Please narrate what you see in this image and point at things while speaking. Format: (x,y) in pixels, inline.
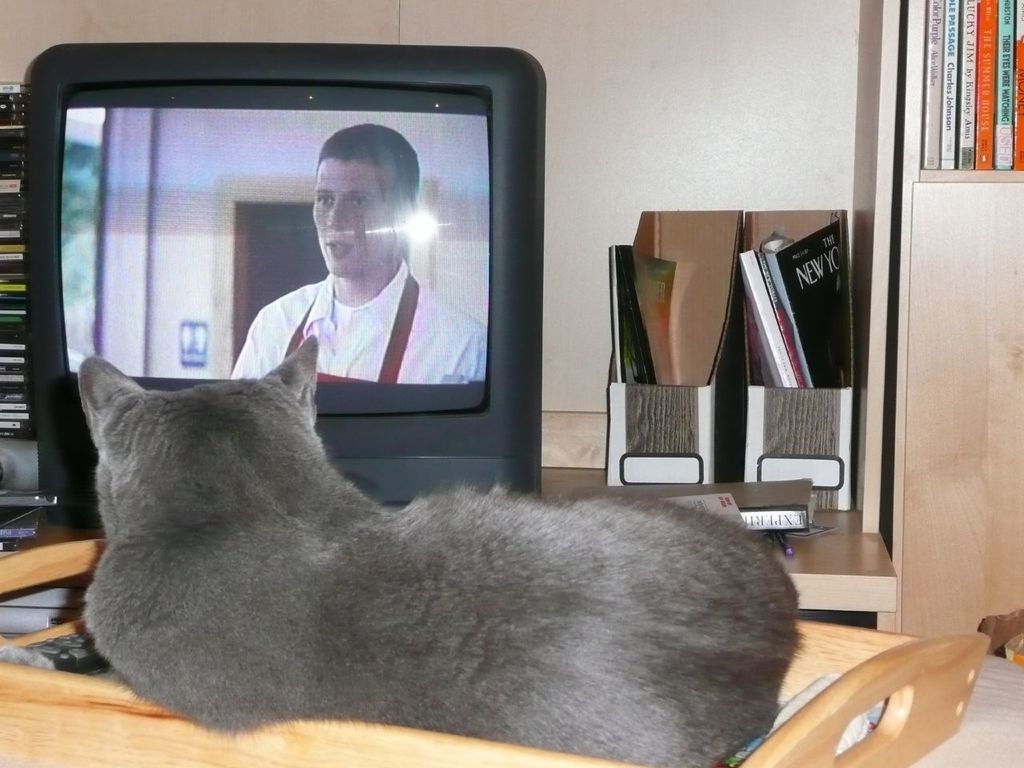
In this picture we can see a television (342,221), cat (315,421), magazines (809,372) in a board (773,416), pen (789,533) on the table (793,545). Here we can see books (942,96) arranged in rack (961,186).
